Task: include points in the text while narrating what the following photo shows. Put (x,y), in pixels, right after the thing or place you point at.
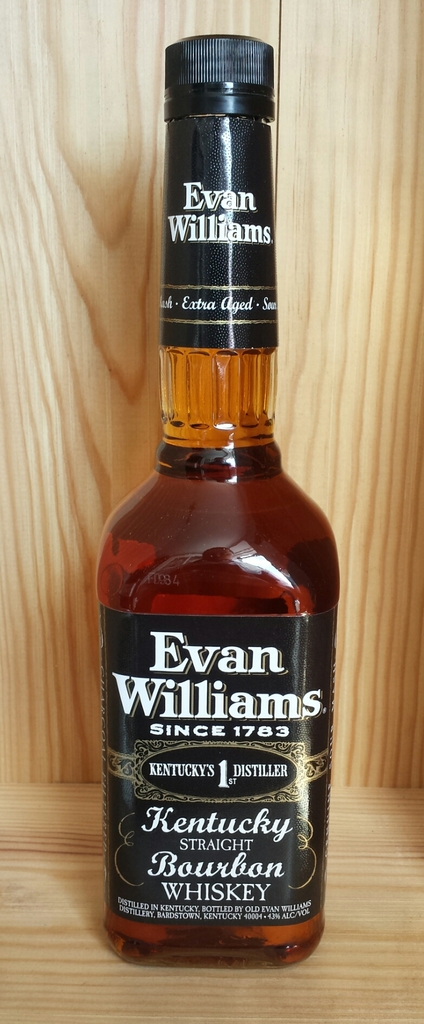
This is a whisky bottle (201,580) and it is having a wooden background (56,421).
